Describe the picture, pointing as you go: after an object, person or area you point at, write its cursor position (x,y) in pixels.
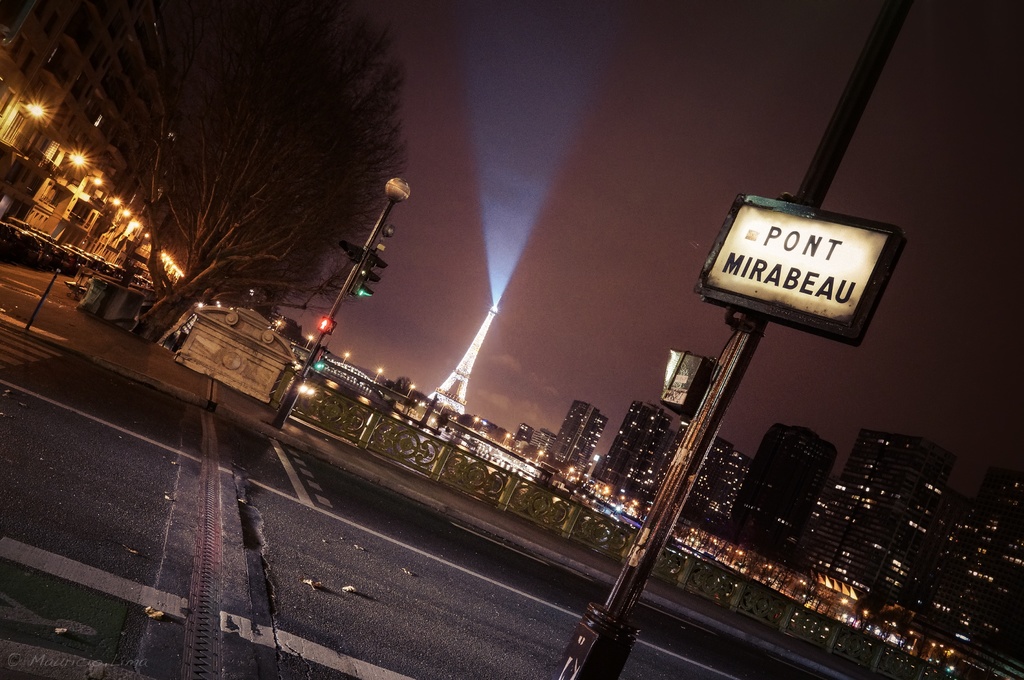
In this picture we can see a few leaves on the road (296,509). There is a board (739,290) on the pole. We can see a fence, lights (326,319), tree (265,280), Eiffel tower (462,404) and a few buildings (551,434) in the background (954,550).
